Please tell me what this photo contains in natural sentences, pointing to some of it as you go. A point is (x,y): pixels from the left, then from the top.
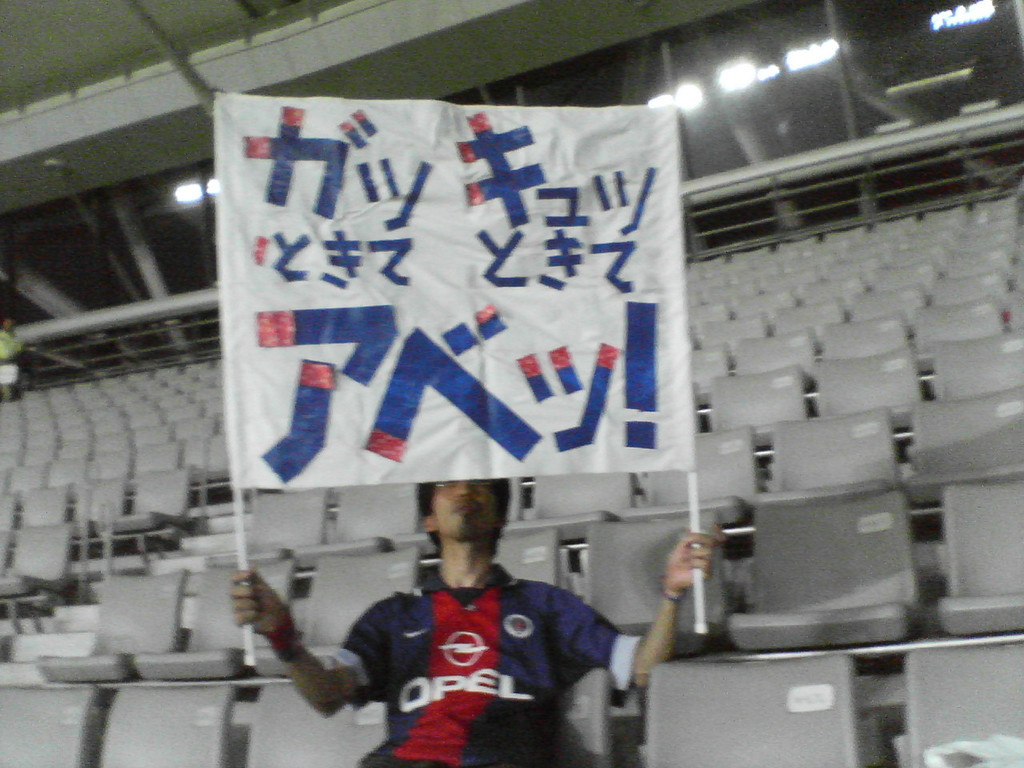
In this image I can see a person (467,661) wearing red and blue colored dress (475,678) is sitting and holding a white colored flag (472,302) in his hand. In the background (115,445) I can see few chairs (136,424), few lights (813,53) and a person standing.
